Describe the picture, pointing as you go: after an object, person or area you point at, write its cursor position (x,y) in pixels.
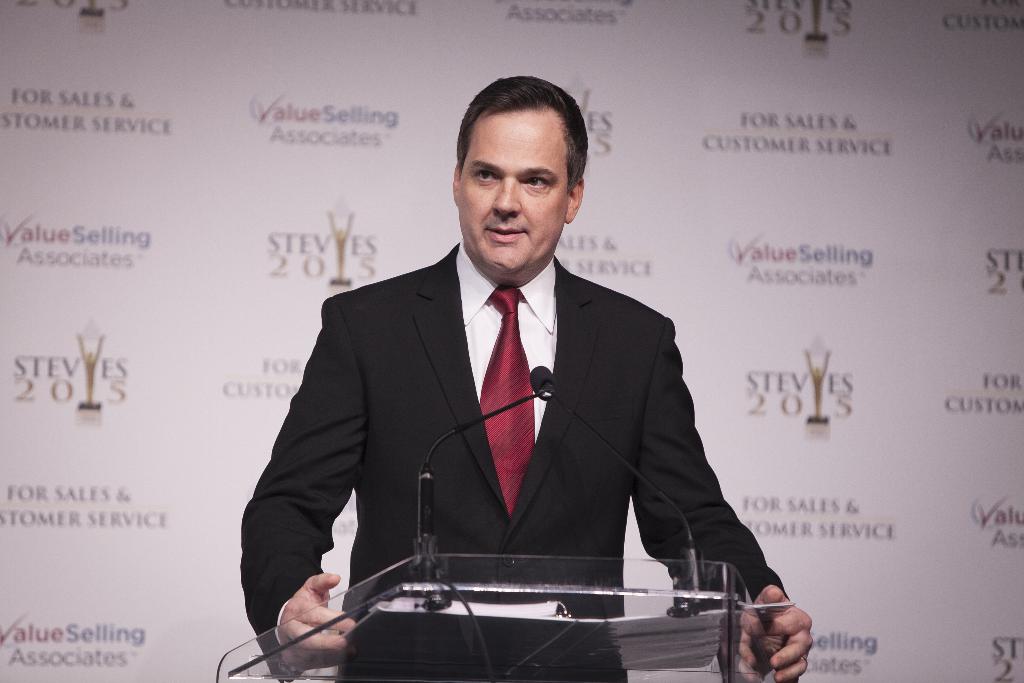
In this image I can see the person (368,368) wearing the black blazer (372,356), white shirt (478,332) and maroon tie (492,362). In-front of the person (272,609) I can see the podium (470,618). On the podium (470,618) I can see the mics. In the background (286,154) I can see something is written on the banner (32,384).
